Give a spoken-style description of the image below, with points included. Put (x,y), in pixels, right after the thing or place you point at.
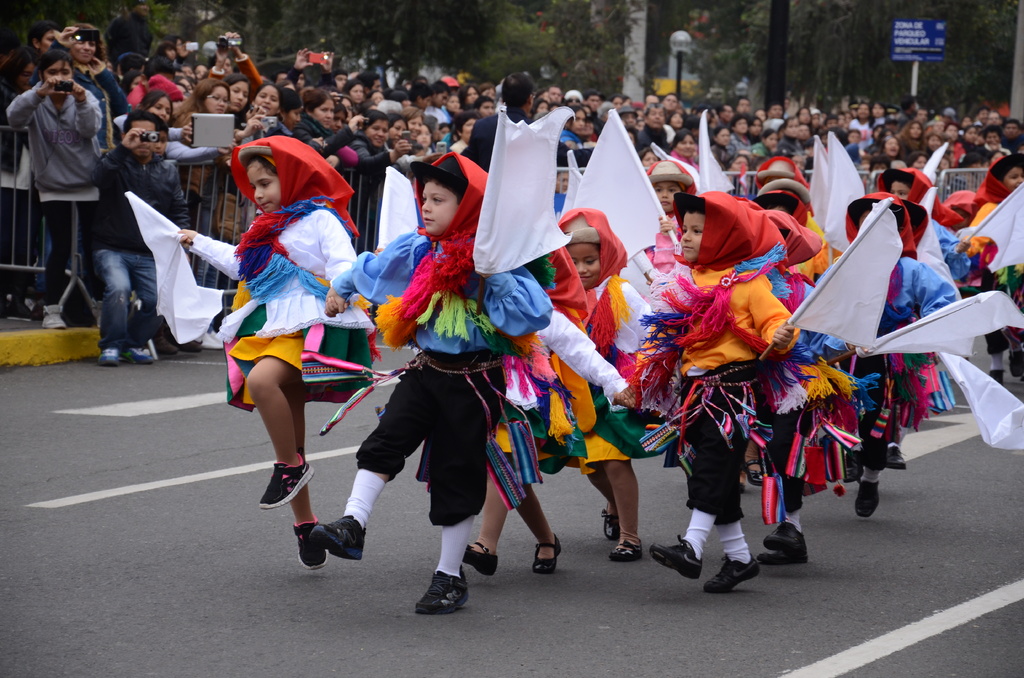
In this image we can see some group of persons (536,377) wearing similar dresses (564,299) holding some flags (489,247) in their hands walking through the road (337,625) and in the background of the image (303,93) there are some persons (370,123) standing near the fencing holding mobile phones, cameras (274,118) in their hands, there are some trees (696,64) and some boards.
